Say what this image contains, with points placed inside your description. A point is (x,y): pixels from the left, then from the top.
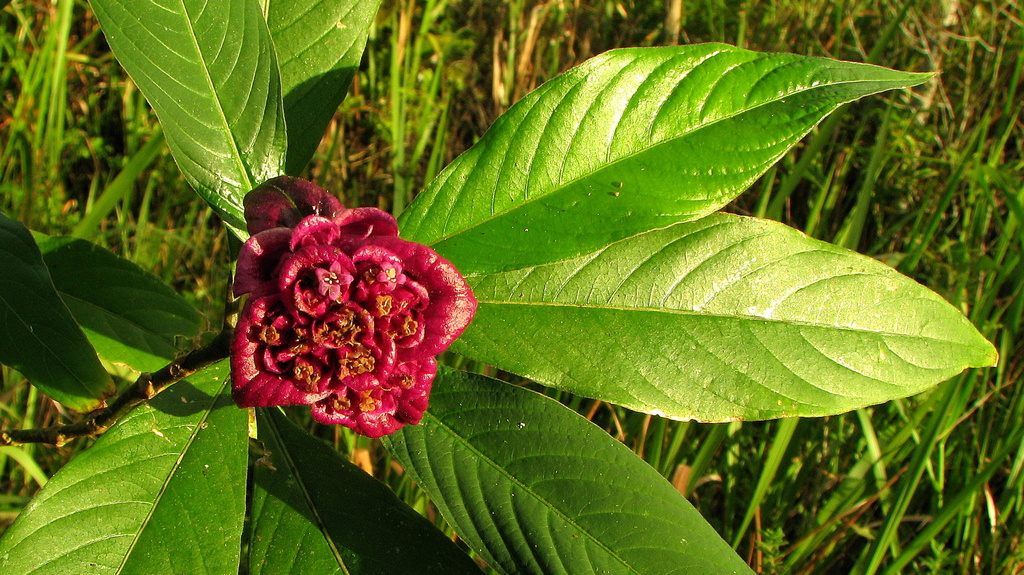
In this picture I can see there is a red color flower (325,372) attached to the plant (488,402) and there are few leaves (530,304), there is some grass (139,120) in the backdrop (432,106).
